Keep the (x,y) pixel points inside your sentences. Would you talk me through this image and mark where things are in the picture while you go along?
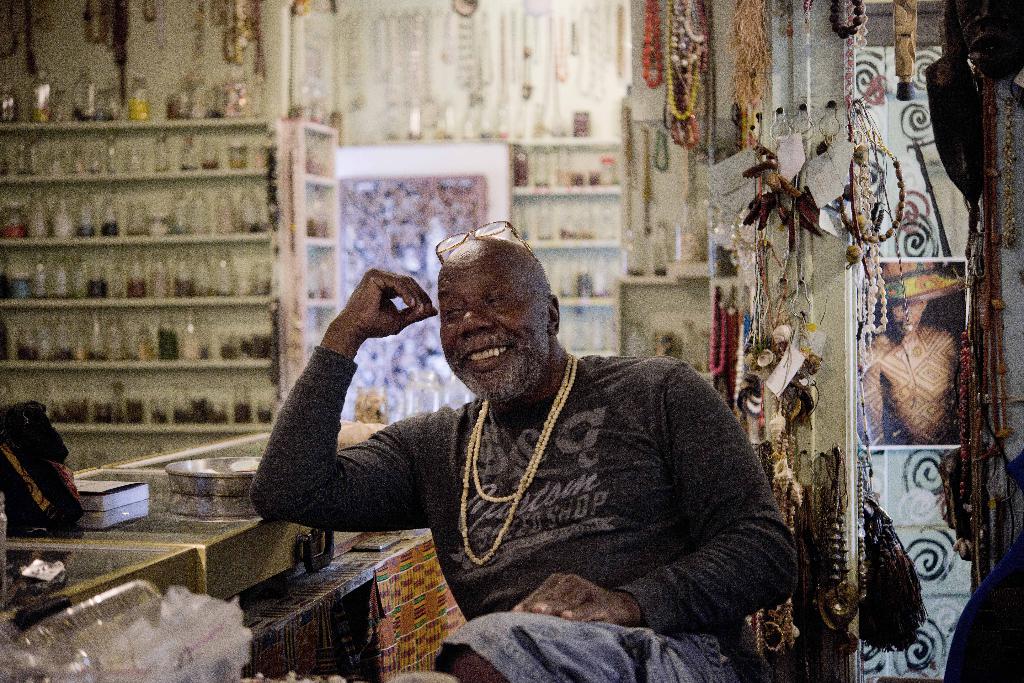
In the center of the image (357,295) there is a person (765,541) sitting on the chair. In the background of the image (338,229) there are bottles (156,271) arranged in a shelf (232,245). To the left side of the image (78,477) there is a counter (63,542) on which there are objects (225,477). To right side of the image (745,342) there are objects (755,291) on the wall (830,274).
